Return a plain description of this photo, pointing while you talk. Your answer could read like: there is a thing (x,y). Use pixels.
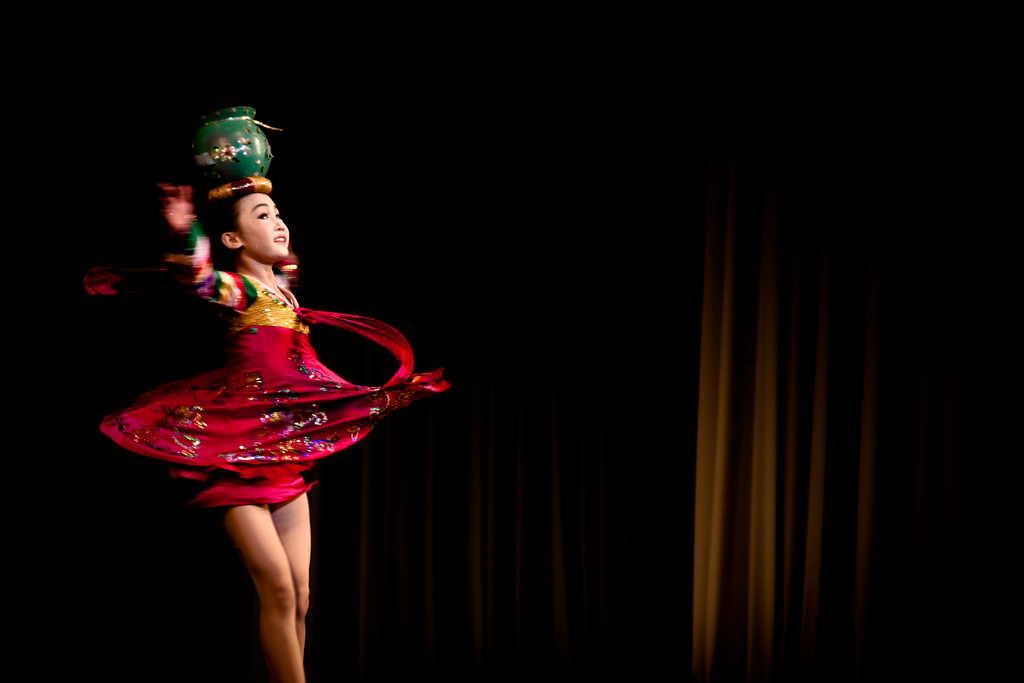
In this image we can see a woman (296,365) wearing costume (298,487) and performing by holding a pot (233,156) on her head (231,213). In the background (712,313) we can see the curtain (712,313).
